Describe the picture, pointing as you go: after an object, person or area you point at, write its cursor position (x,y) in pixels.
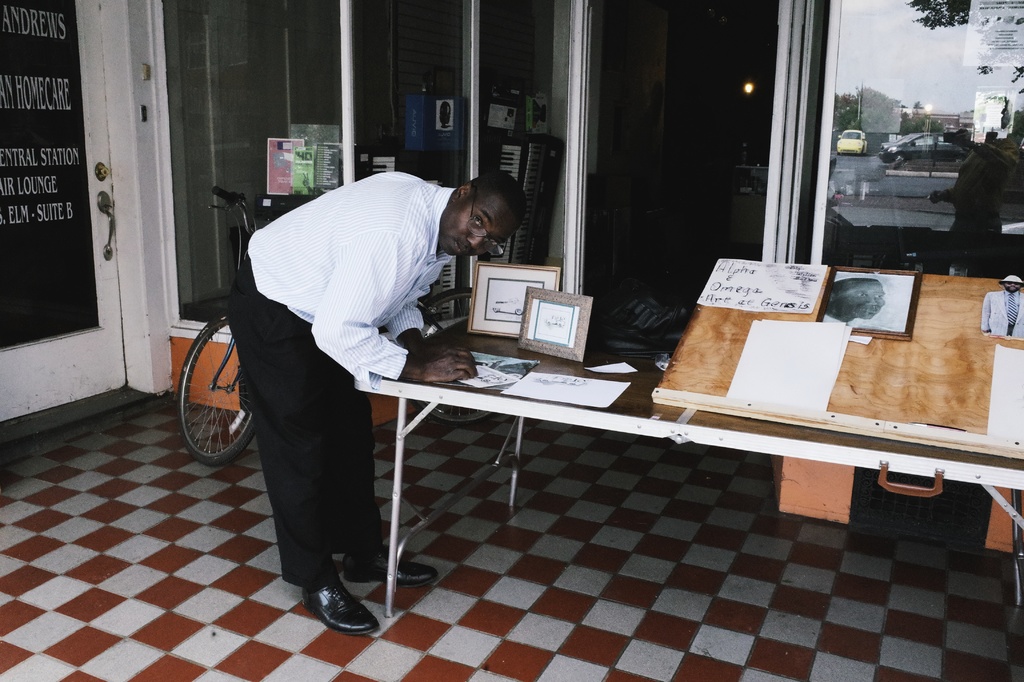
There is a person (369,625) standing on the left side (313,601) and he is looking at something. In the background (232,358) we can see a bicycle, a glass door (87,225), a car (943,137) and a tree (966,9) which is on the right side (940,17).
